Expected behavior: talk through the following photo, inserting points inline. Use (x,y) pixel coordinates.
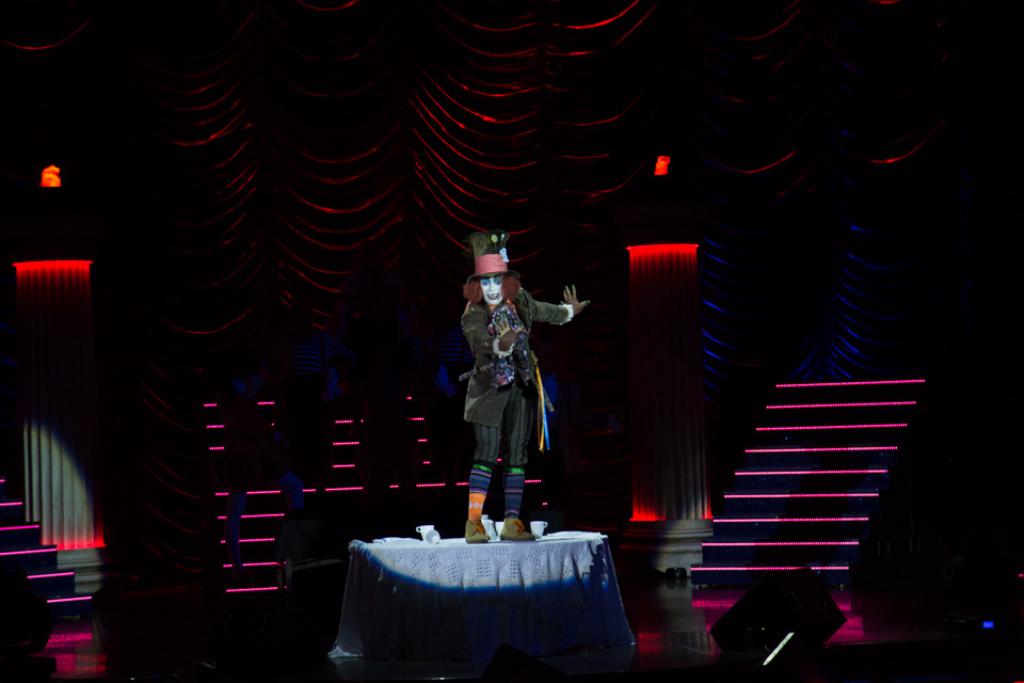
In the image we can see there is a person (492,401) wearing jacket (492,387) and hat (492,258) standing on the table (465,544). There are stairs (886,435) and there are lights (874,447). There are pillars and there is a curtain (623,195). Background of the image (1010,476) is dark.
